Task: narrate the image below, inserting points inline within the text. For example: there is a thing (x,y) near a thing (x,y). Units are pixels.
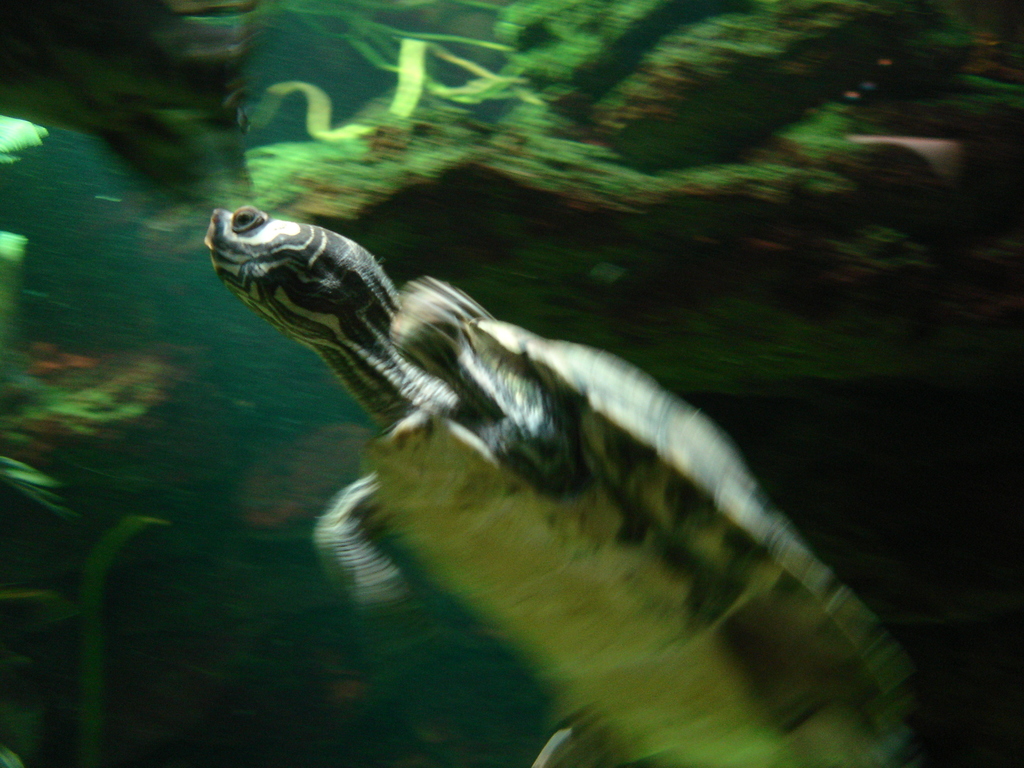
This picture is slightly blurred, where I can see a tortoise (462,592) is swimming in the water (420,644) and in the background (385,122), I can see the marine plants (592,9).
